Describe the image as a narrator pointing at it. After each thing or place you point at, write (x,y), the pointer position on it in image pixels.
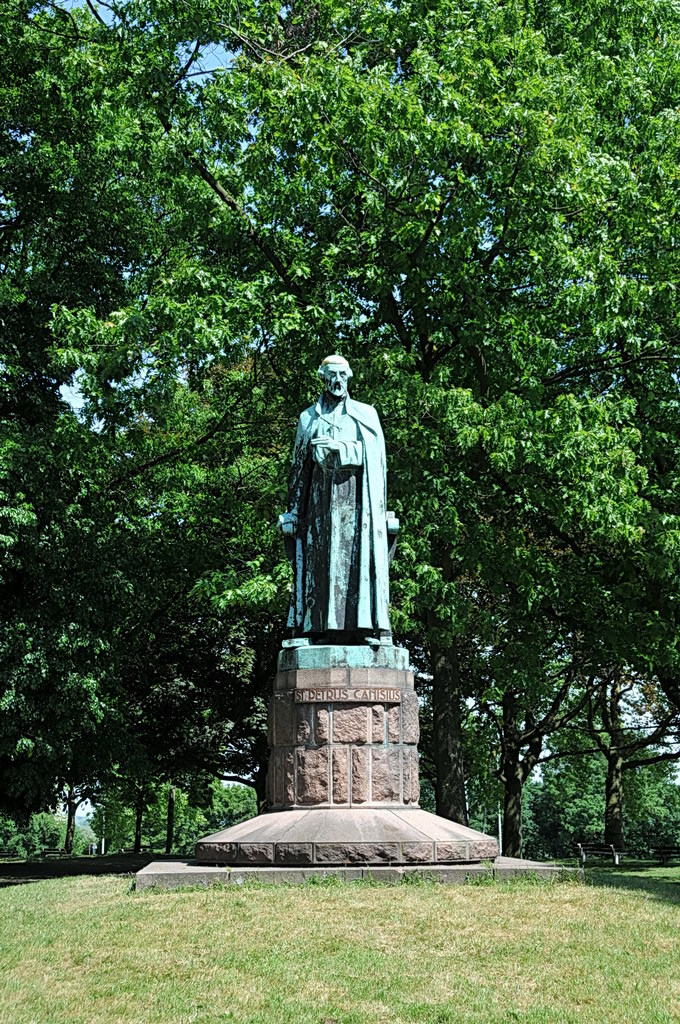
In this picture we can see a statue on a pedestal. On the right side of the picture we can see a bench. At the bottom portion of the picture (294,956) we can see grass (531,956). In the background (574,784) we can see trees (540,841) and the sky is visible.
